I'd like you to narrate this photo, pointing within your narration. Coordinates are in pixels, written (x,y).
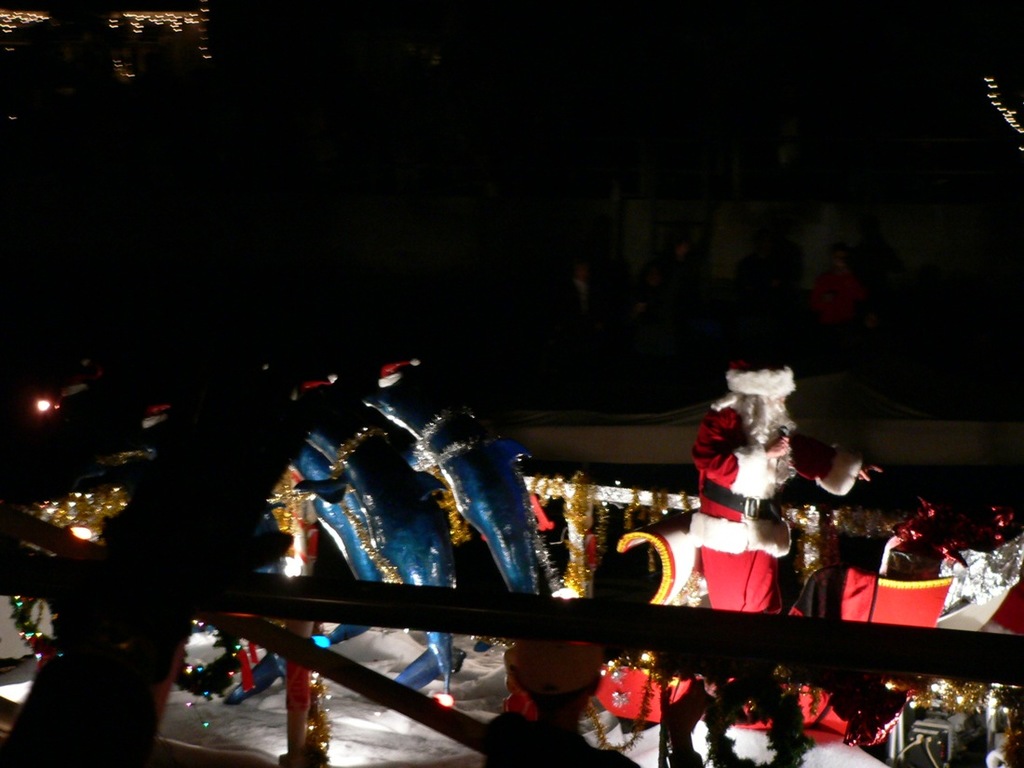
In this picture I can see a person (551,680), there are toy dolphins (307,398) with Christmas hats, there is a Santa Claus (708,520) on the sleigh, and there is dark background (151,235).
